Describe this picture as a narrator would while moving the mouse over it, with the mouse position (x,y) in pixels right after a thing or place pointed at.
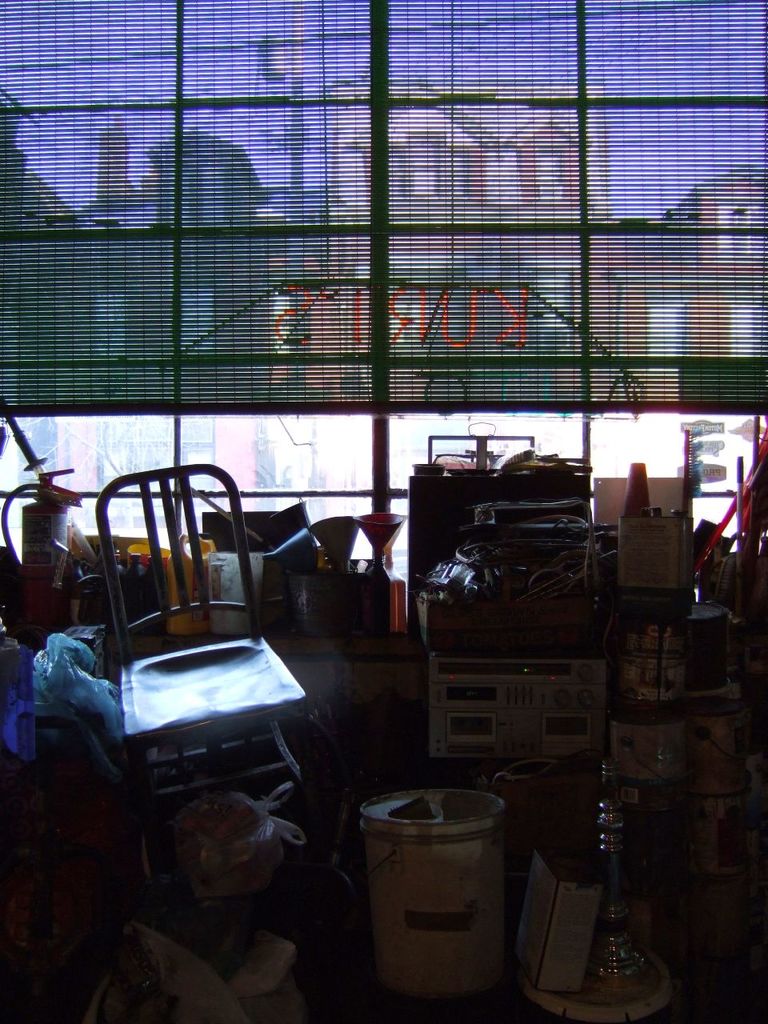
In this picture we can see a chair (155,564), fire extinguisher (67,495), few buckets (405,889), plastic covers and other things (494,549), in the background (613,240) we can see window blinds (659,262) and few buildings (575,201).
